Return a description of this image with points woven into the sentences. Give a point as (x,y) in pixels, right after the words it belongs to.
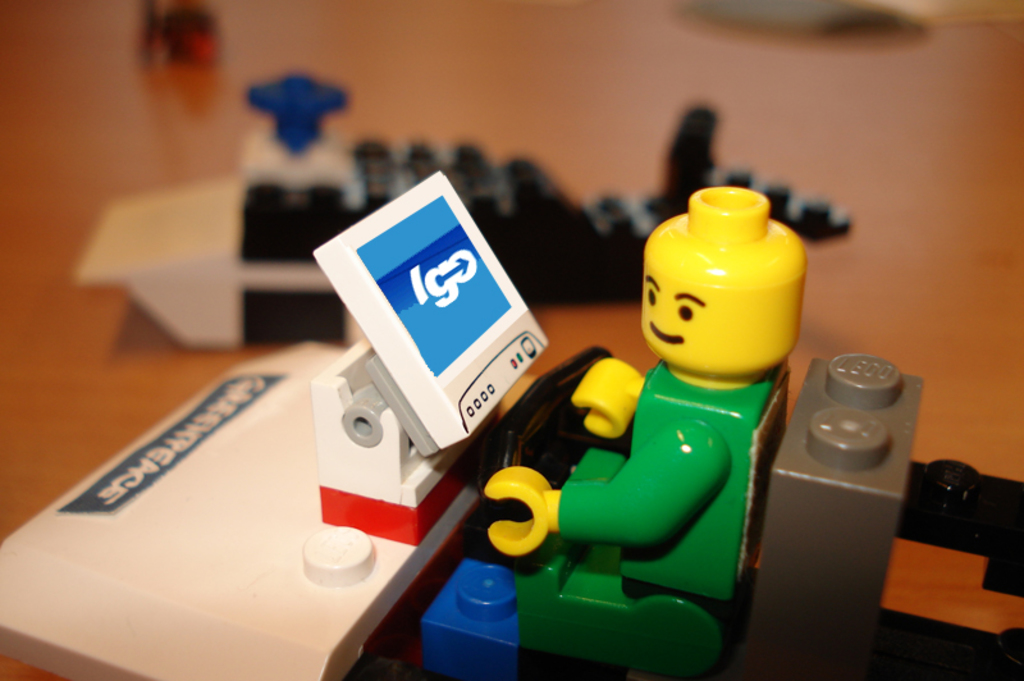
In this picture I can see there is a toy (619,528) and in the backdrop (567,218) there is another toy (324,226) on the wooden surface (141,154).
